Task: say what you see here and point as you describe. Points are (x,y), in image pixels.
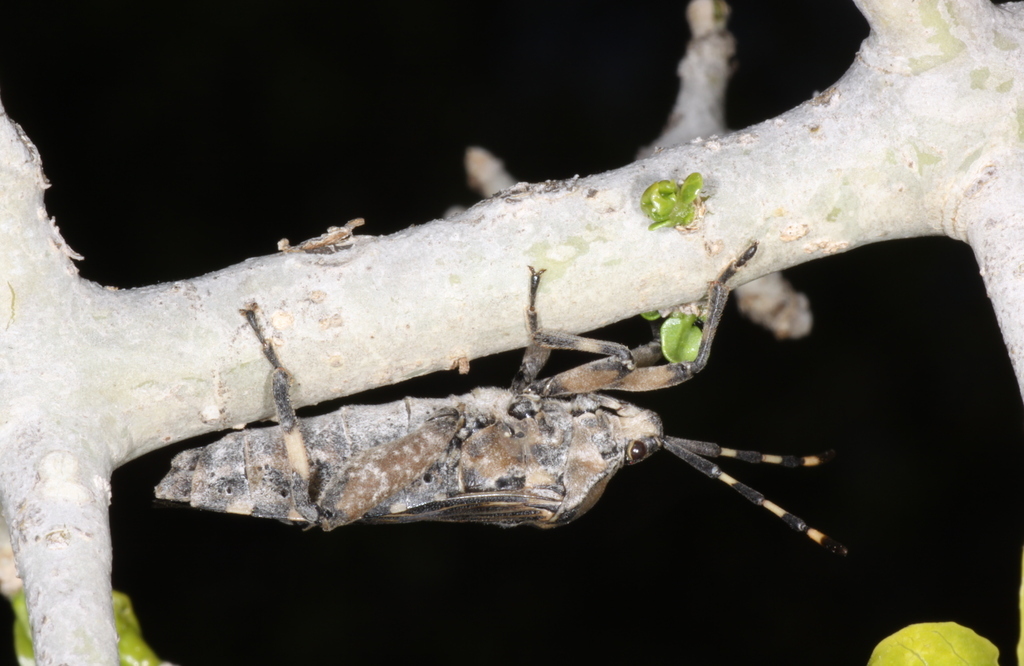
In the center of this picture (431,439) we can see an insect (407,464) and we can see the wooden object (556,250) and the green leaves (651,205). The background of the image (904,427) is very dark.
